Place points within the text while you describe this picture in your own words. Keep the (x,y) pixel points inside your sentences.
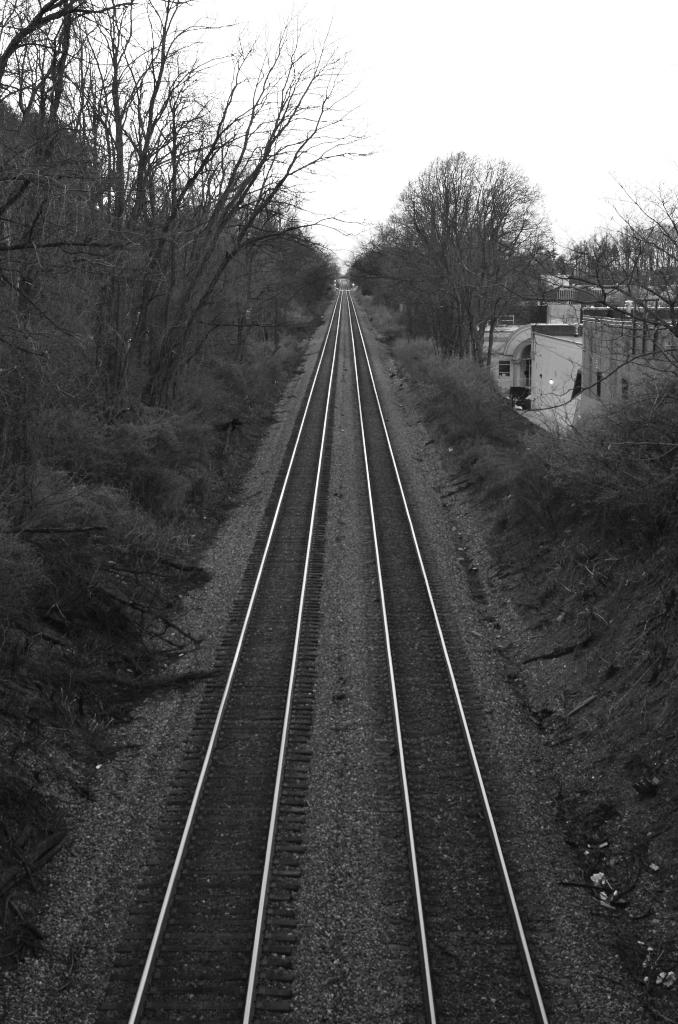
In this picture, we can see rail tracks (387,674), ground (351,742) with grass (185,505), plants (245,399), trees (480,333), houses (568,398), and the sky (401,129).
